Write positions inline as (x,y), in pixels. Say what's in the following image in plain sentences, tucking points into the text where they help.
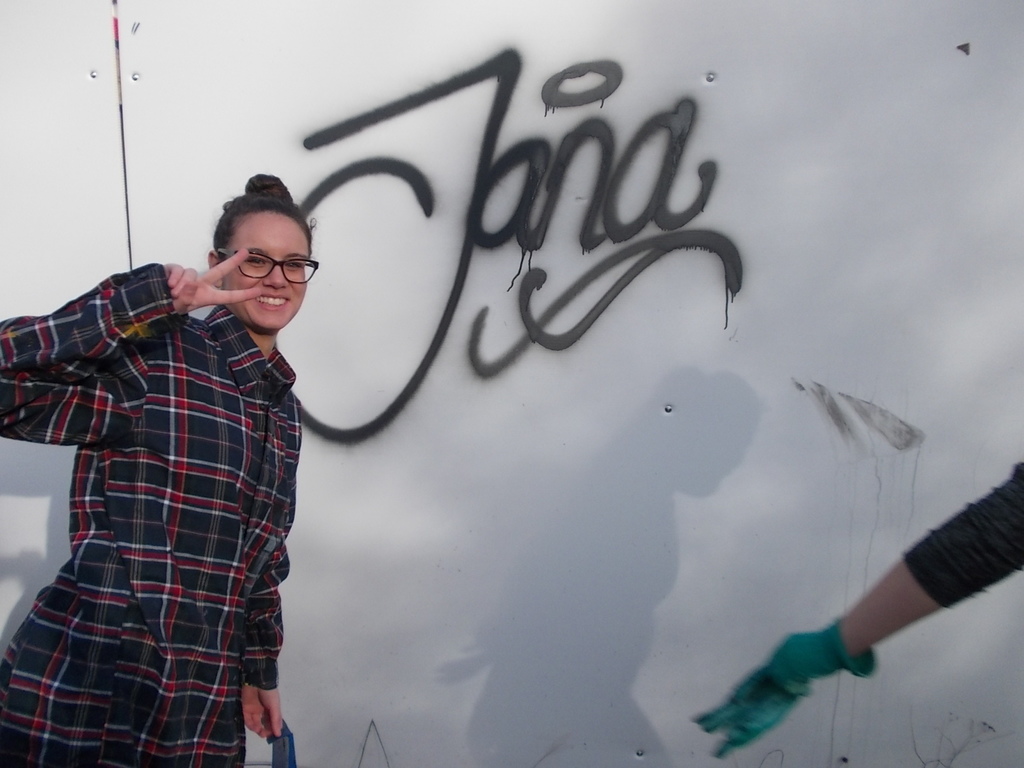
In this picture we can see a woman (217,405), behind we can see painted wall (650,208).
